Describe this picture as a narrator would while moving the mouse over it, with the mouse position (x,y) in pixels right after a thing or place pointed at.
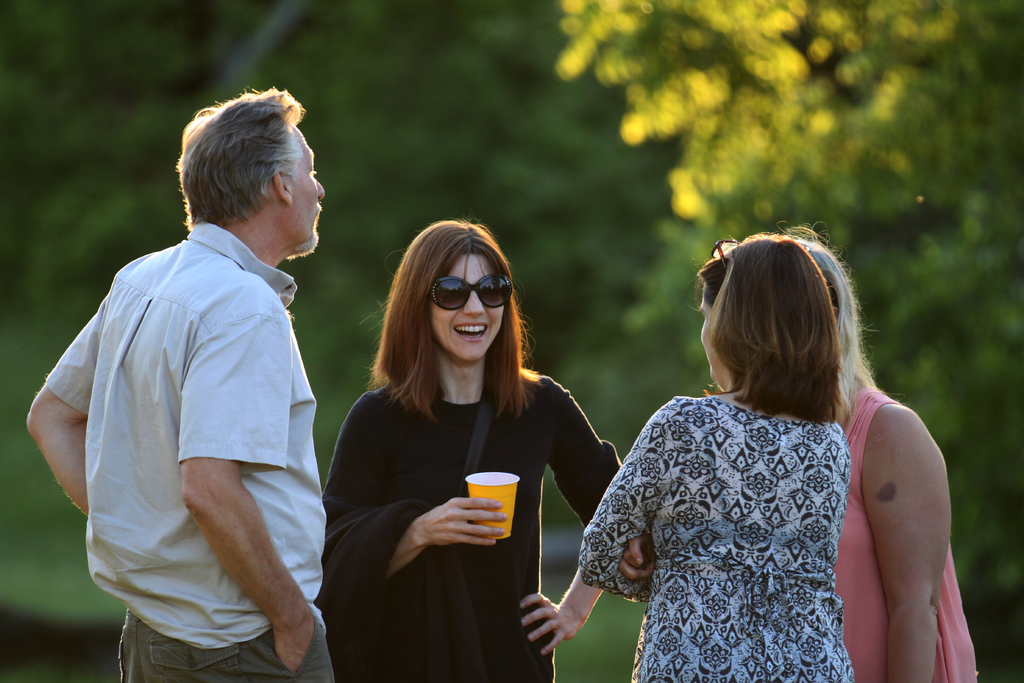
In this picture I can see a group of people (427,497) in the middle (407,231), in the background (659,145) there are trees (677,144).
